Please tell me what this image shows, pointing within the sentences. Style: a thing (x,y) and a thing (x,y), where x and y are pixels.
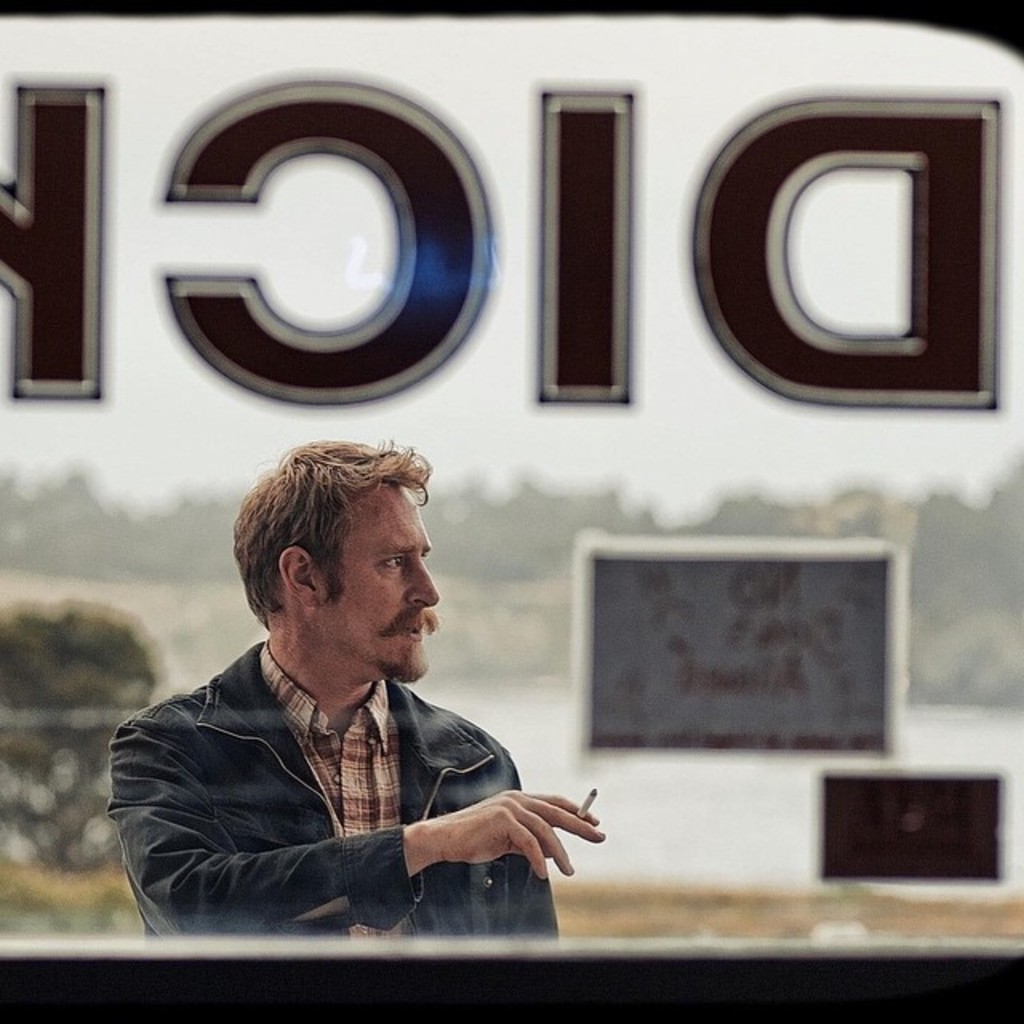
In the middle (348,568) a man (268,866) is holding cigarette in his hand (510,848), he wore coat (254,864), shirt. It is the glass window (726,864) in this image.
